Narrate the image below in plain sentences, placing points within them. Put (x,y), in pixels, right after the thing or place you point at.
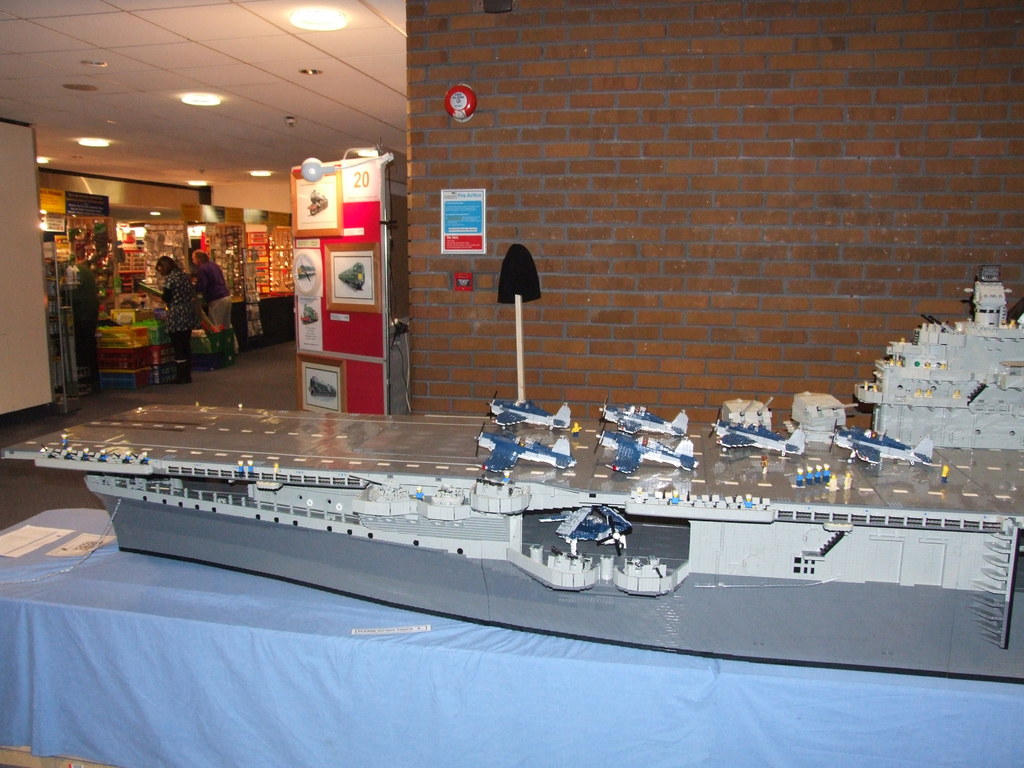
In this picture I can see some people (211,303) are standing. Here I can see some ship toy (651,517) on a table (354,641). The table (279,647) is covered with blue color cloth (273,654). Here I can see a brick wall (654,228) and some other objects (320,302). I can also see lights (217,98) on the ceiling (207,118).
